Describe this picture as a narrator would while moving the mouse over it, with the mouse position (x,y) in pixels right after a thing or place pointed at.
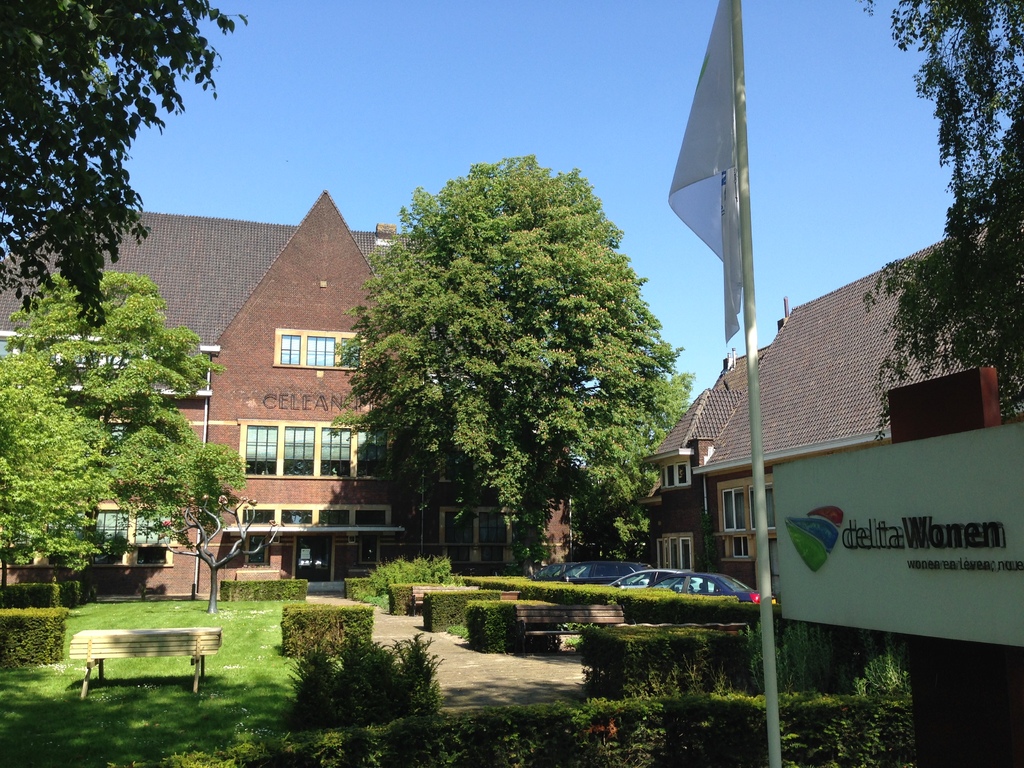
In this image we can see some trees (51,513), benches (135,651), garden area (555,663), there is a flag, there are some vehicles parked and in the background of the image (663,105) there are some houses (423,556) and clear sky (458,89).
